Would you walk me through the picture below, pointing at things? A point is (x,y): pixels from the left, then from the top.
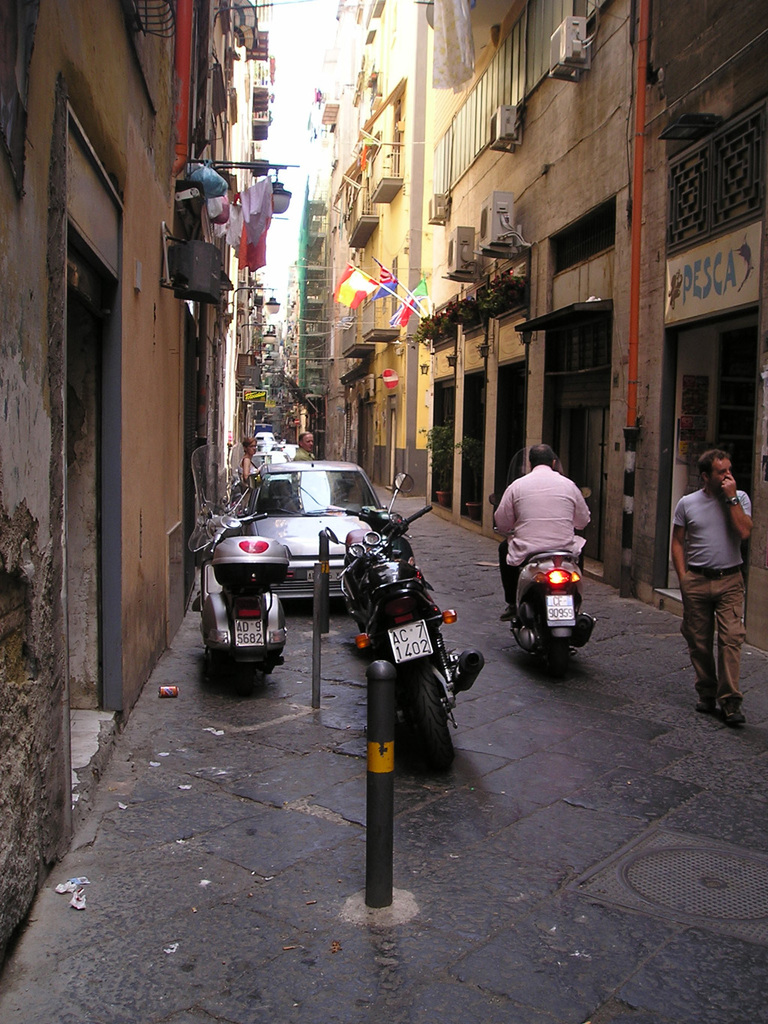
In this image in the middle (509,611) there is a man (555,527) he is riding bike (547,580). On the right (687,559) there is a man (719,577) he wears t shirt (716,563), trouser (716,591) and belt (702,569), he is walking on the road (622,805). On the left (252,632) there are bikes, cars (284,465), buildings (217,147) and wall (137,421).
